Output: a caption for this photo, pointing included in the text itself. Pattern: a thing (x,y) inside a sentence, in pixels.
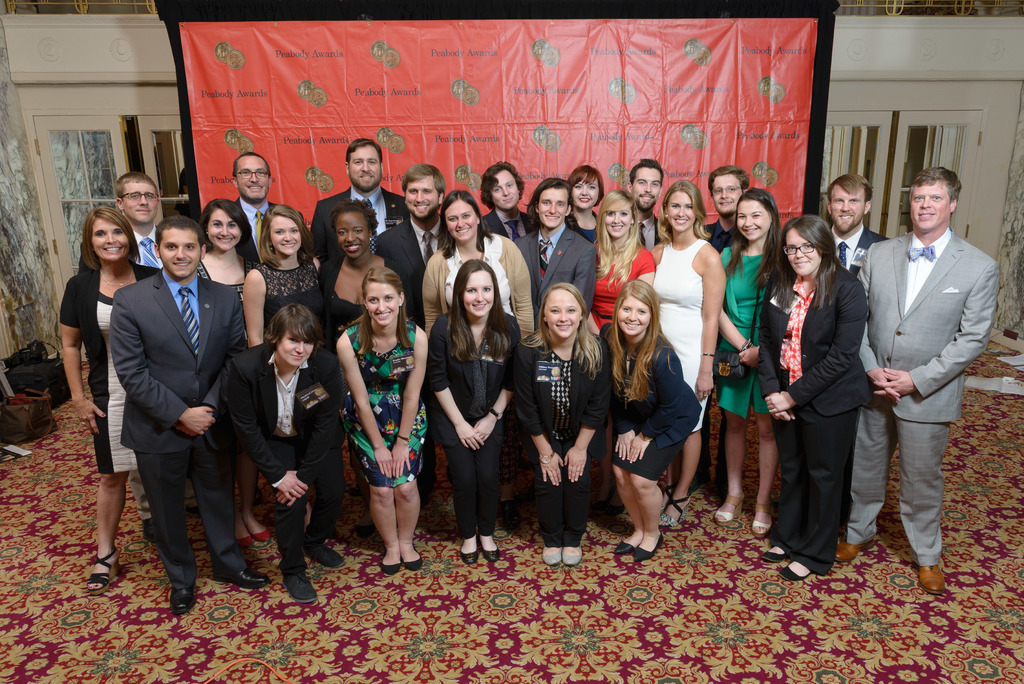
In this image we can see few people (672,326) standing and smiling. In the background (445,130) we can see the red color banner (529,103). We can also see the windows (856,133) and also doors (864,123). At the bottom (35,458) there is carpet (132,673). On the left (20,399) we can see the bags (45,396).
